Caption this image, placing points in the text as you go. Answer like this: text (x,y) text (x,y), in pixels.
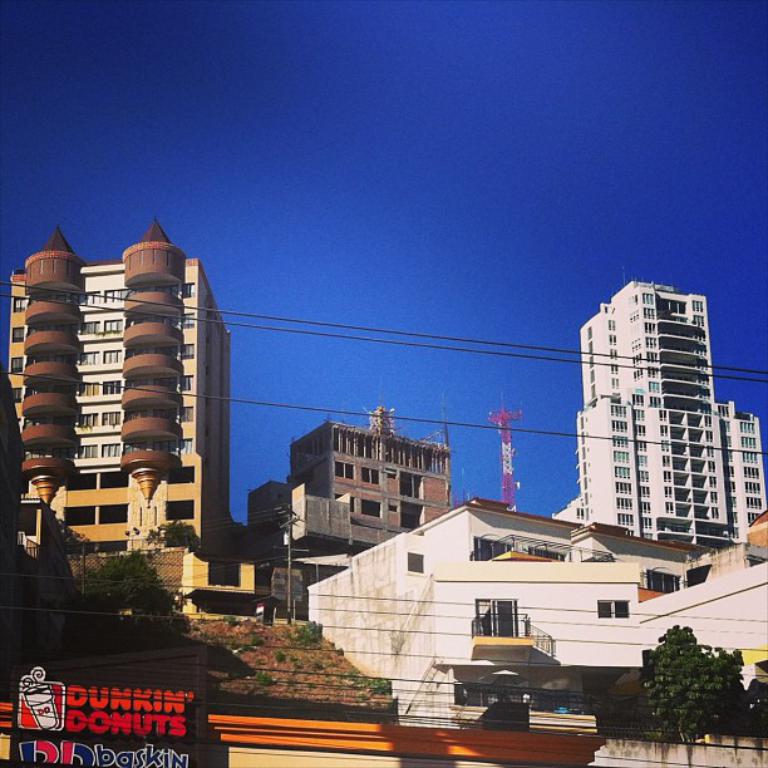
In this image we can see buildings (609,386), trees (662,637), shrubs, name boards (126,697), railings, construction cranes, cables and sky (54,183).
